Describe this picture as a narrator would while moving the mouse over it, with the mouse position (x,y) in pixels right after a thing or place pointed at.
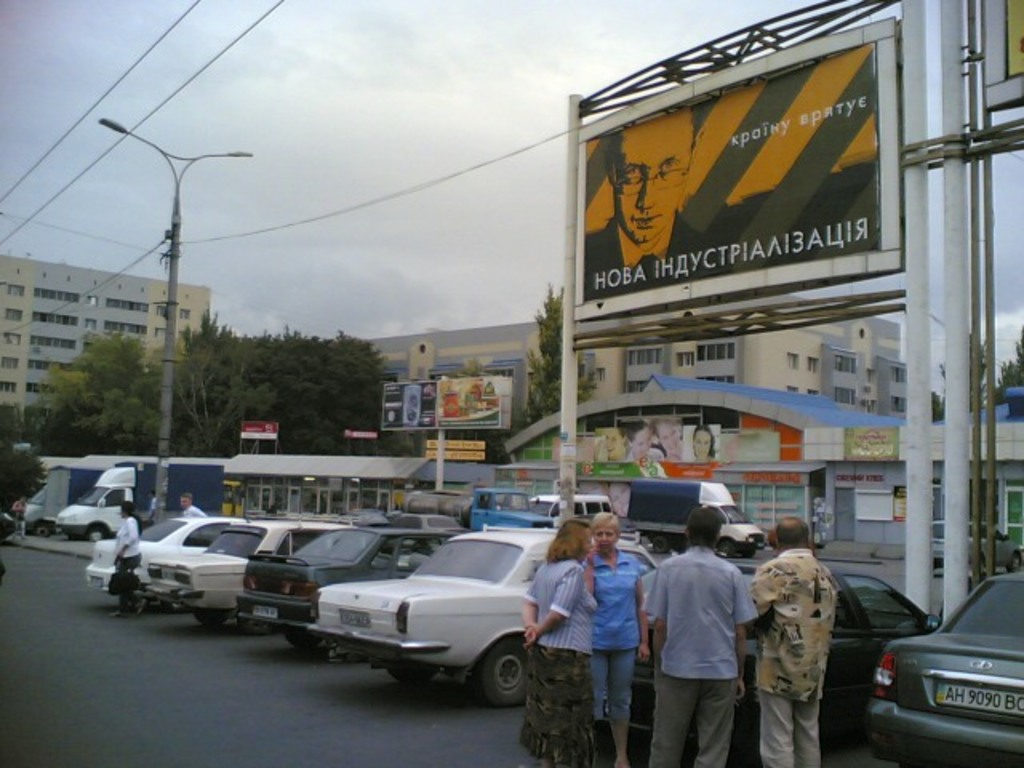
In this picture we can observe four members (594,643) standing on the road (344,678). Two of them were women (622,623) and the remaining two were men (797,653). There are some cars (495,596) parked here. We can observe white, cream and black color cars (293,563). There is a poster (634,229) which is in yellow and black color. On the right side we can observe white color poles (916,52). In the background (243,356) there are trees (203,413), buildings (470,360) and a sky (356,166).
